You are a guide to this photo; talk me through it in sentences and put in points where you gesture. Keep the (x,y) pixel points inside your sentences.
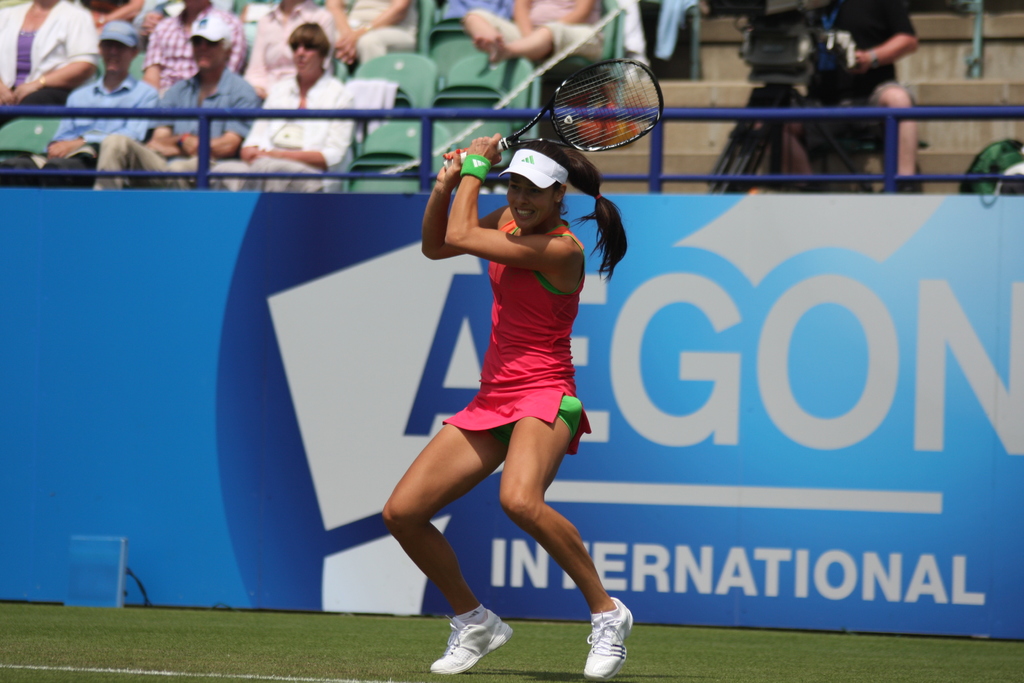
Woman (519,354) holding bat (567,122), crowd (292,88) is sitting on the chair (397,79) and this is poster (832,404).
